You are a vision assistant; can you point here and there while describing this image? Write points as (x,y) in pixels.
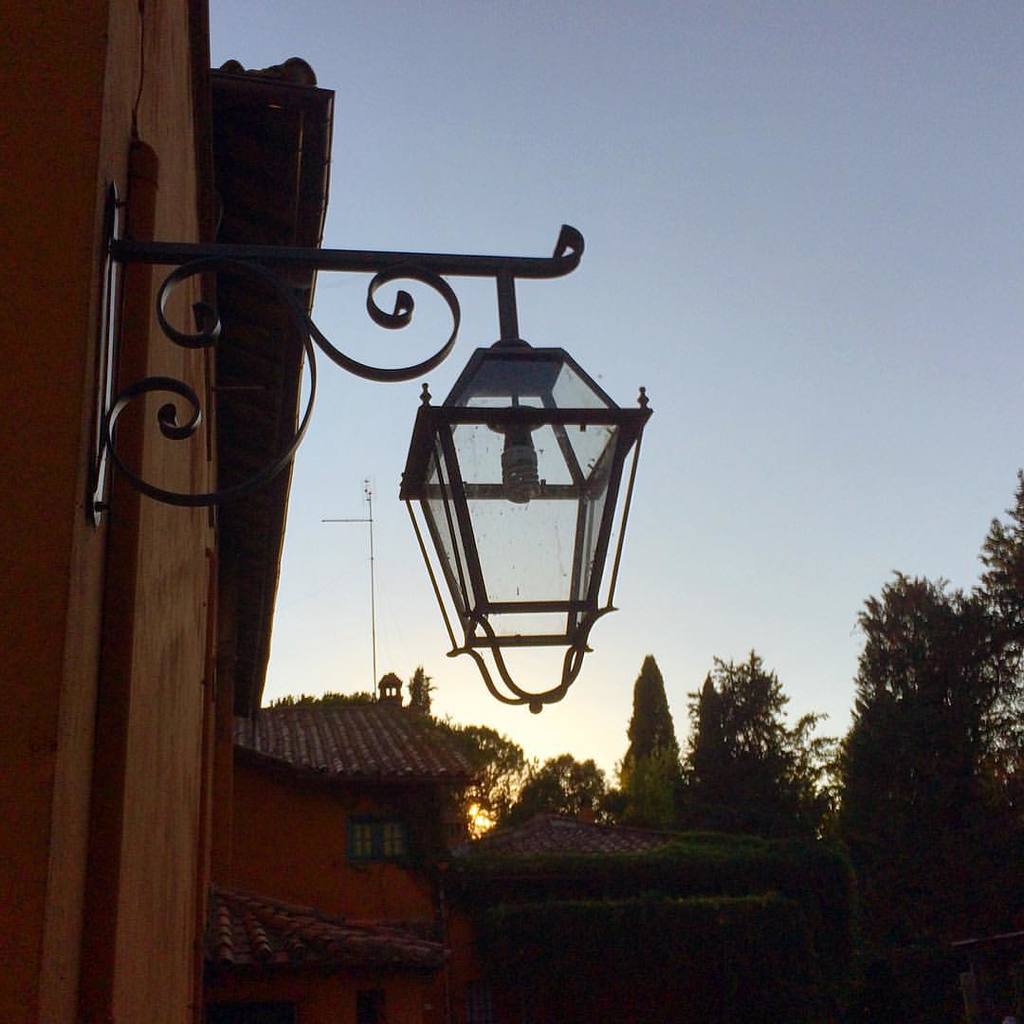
It is a lamp (465,427) in the middle of an image (514,458), on the right side (887,743) there are green trees (874,754), at the top (756,185) it's a sky (759,245).
